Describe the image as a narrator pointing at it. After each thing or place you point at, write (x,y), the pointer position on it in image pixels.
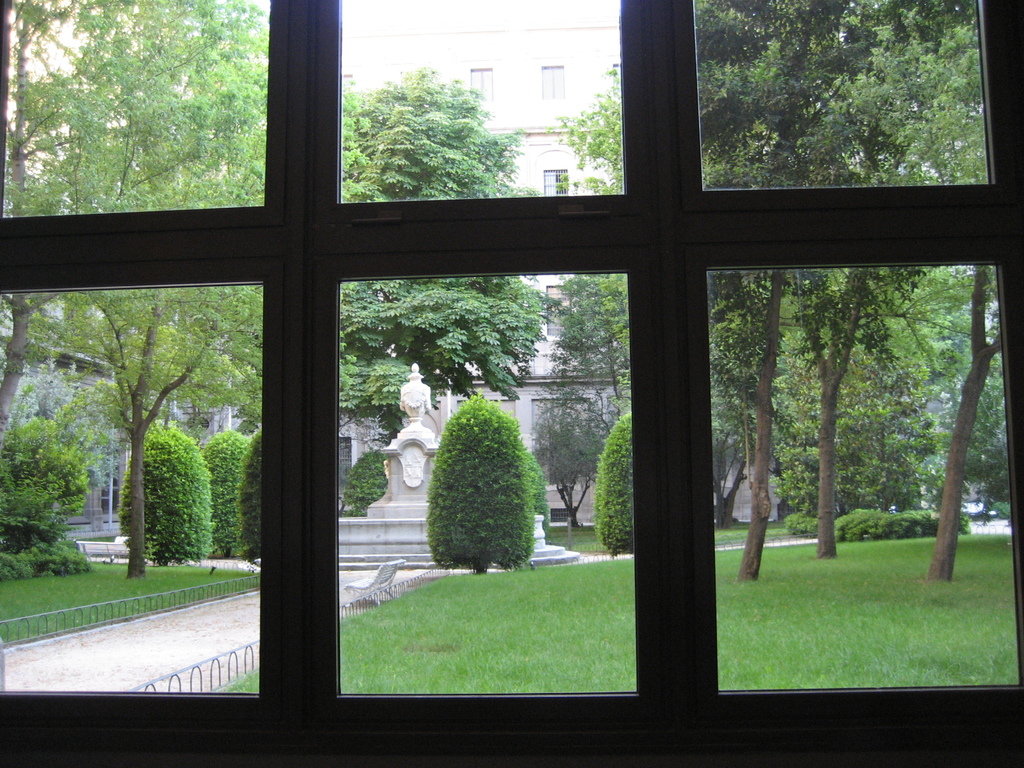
In this image in the foreground (906,687) there is a window (254,208) and through the window (266,473) we could see some trees (178,332), buildings (495,77), plants (47,573), grass (999,659), railing (249,654), fountain (413,547) and a walkway (145,653).
